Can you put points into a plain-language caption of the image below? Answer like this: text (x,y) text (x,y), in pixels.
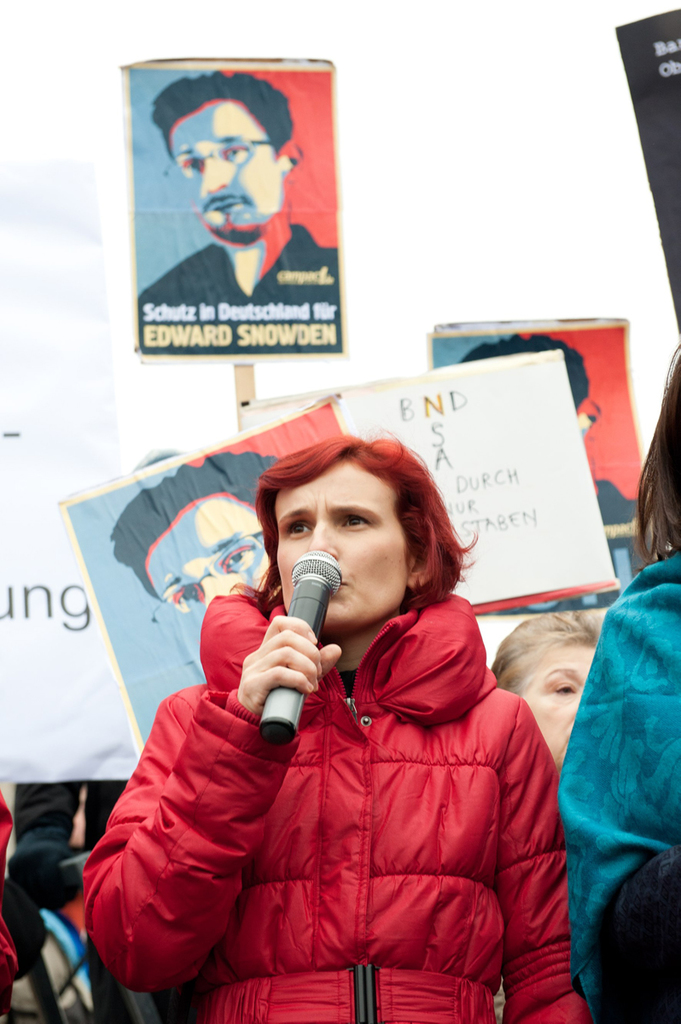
In this image there is a lady person (405,855) who is wearing red color raincoat (393,770) holding a microphone (300,694) and at the backside of the image (322,355) there are quotation boards (544,580) and name boards (606,405).
